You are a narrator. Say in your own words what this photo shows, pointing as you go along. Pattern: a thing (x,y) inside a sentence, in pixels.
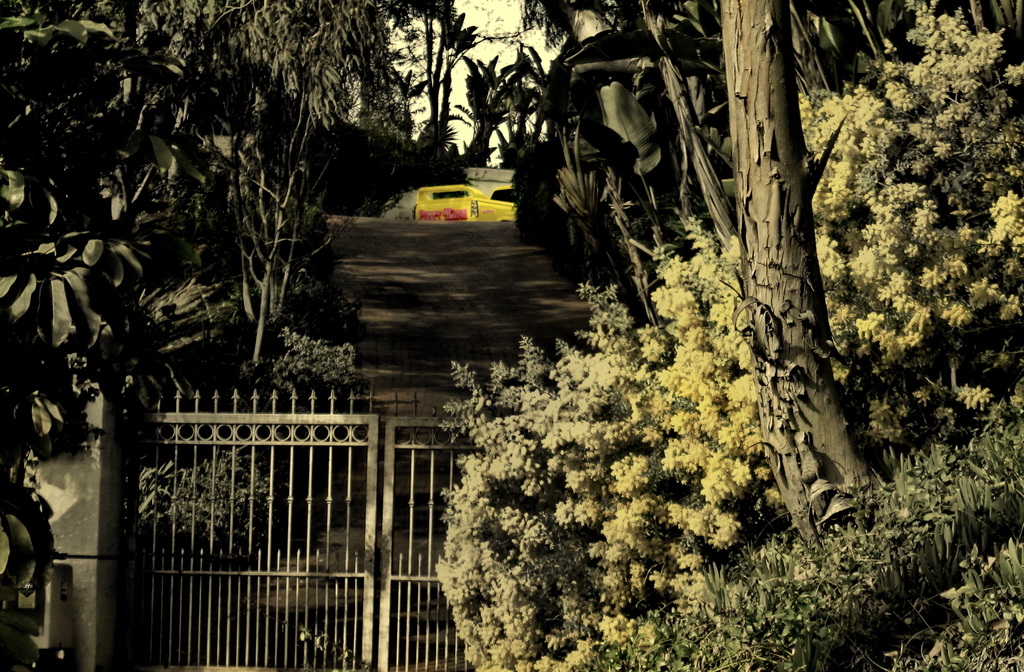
In this picture we can see an iron gate (241,541). On the left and right side of the gate (276,519) there are trees (75,301) and behind the gate (367,470) it is looking like a vehicle (440,198) and a sky (487,44).
